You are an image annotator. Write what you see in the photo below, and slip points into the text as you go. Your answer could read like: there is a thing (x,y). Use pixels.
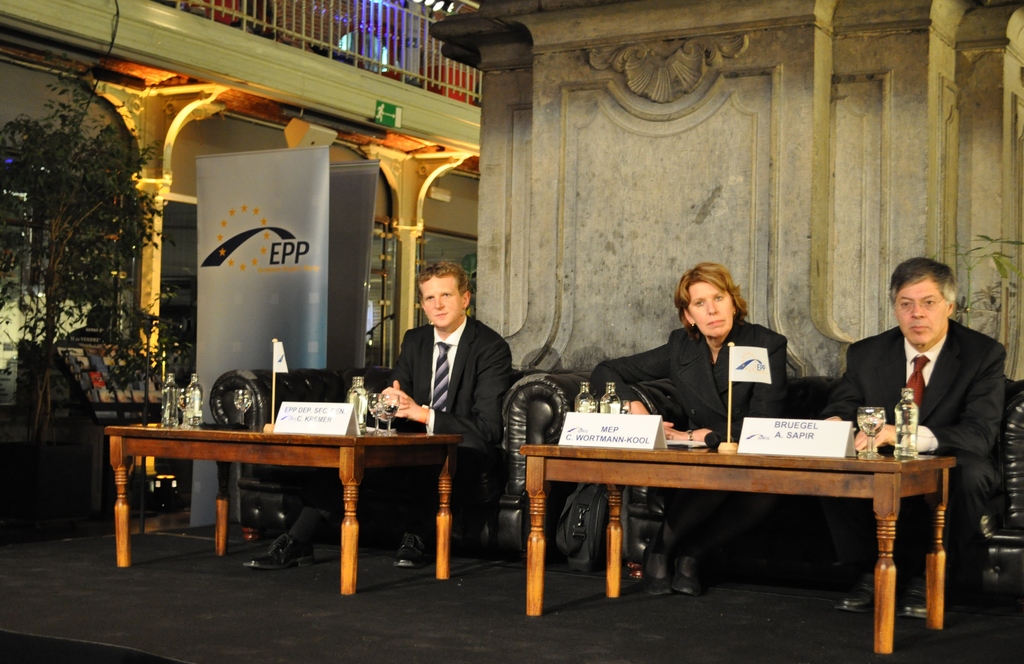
The image there is a meeting being held, there are two tables (557,450) and some name boards (630,439), a flag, bottles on the table (629,468), in front of the table (679,485) there are three people (468,372) sitting, to the left side (316,529) before the table (348,517) a man (398,494) is sitting, to the right side (944,348) a man (849,358) and women (697,419) are sitting in front of the second table (671,450), in the background (334,252) there is a big poster (235,232) and some trees (85,282) beside that and also a wall (560,159).
